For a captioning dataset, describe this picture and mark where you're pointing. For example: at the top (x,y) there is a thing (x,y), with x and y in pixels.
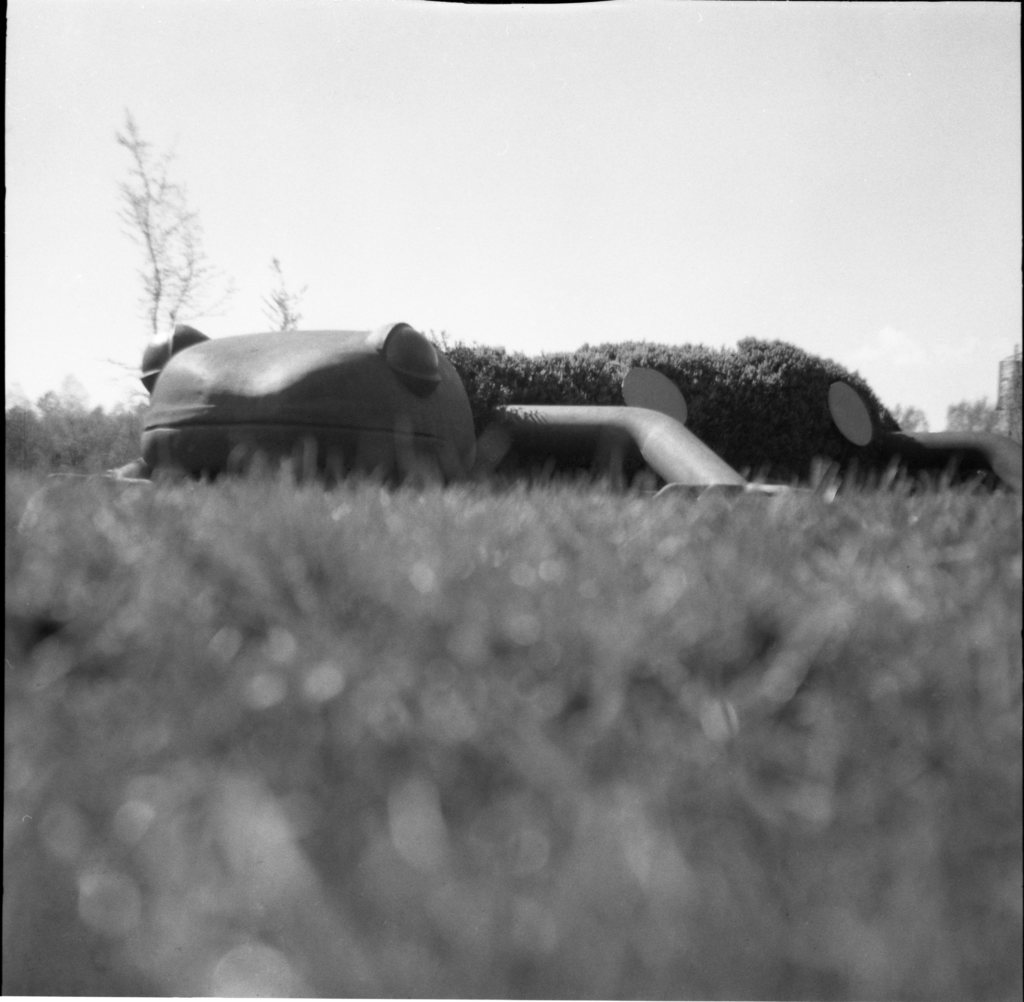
In this image I can see the black and white picture in which I can see some grass (523,665), a structure (387,364) which is in the shape of a frog and few trees (54,459). In the background (925,151) I can see the sky (742,121).
